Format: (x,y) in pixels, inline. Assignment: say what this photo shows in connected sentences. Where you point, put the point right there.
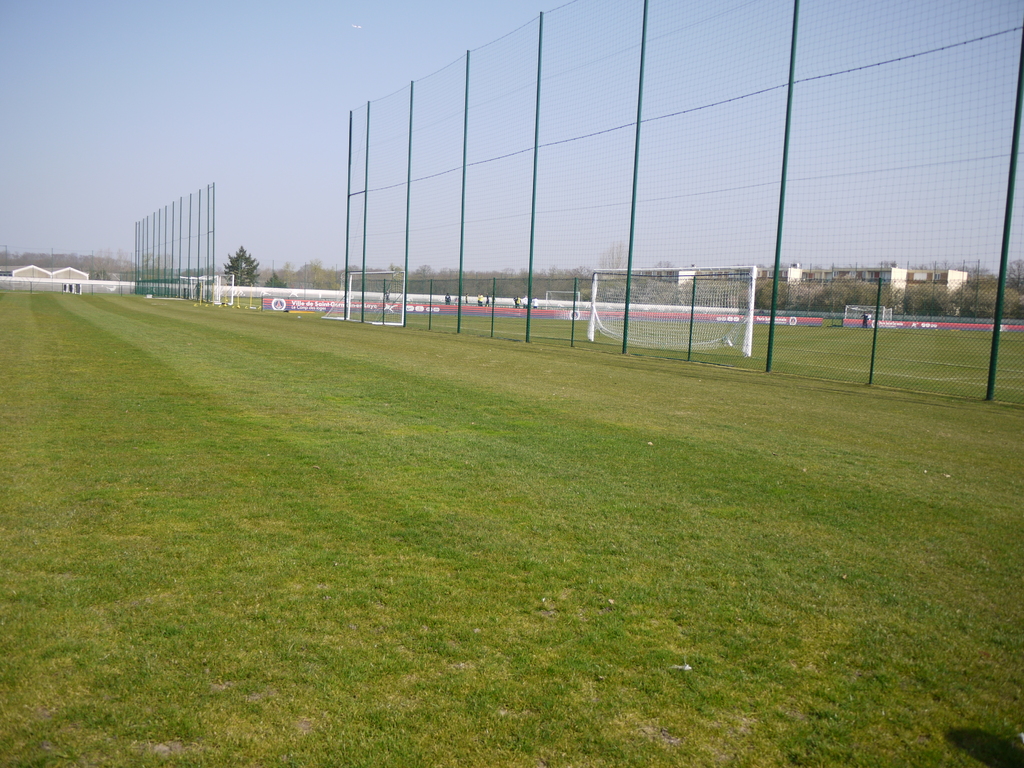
In this image in the front (323,414) there's grass (310,417) on the ground (353,455). In the center (629,260) there is a fence (417,234) and in the background (332,282) there are trees (317,283) and there are buildings (57,274).
